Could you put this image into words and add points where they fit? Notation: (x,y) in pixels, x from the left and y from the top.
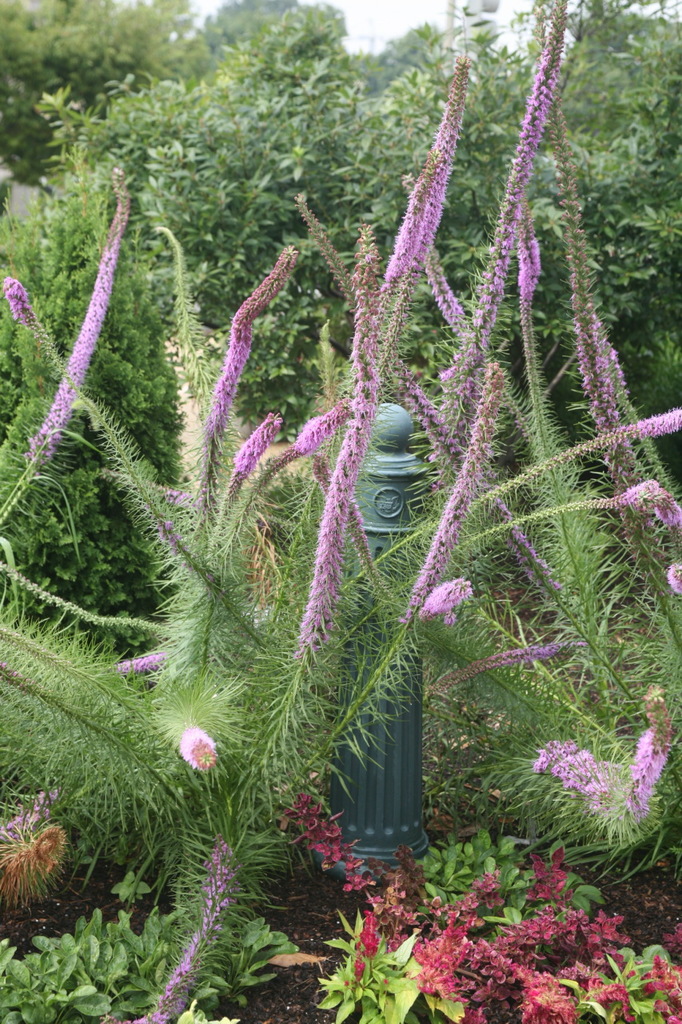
In the center of the image (382,434) we can see a pole (403,433) placed on the ground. In the foreground (362,861) we can see group of plants (282,839), flowers (363,912). In the background (352,14), we can see group of trees (338,98) and the sky (363,21).
